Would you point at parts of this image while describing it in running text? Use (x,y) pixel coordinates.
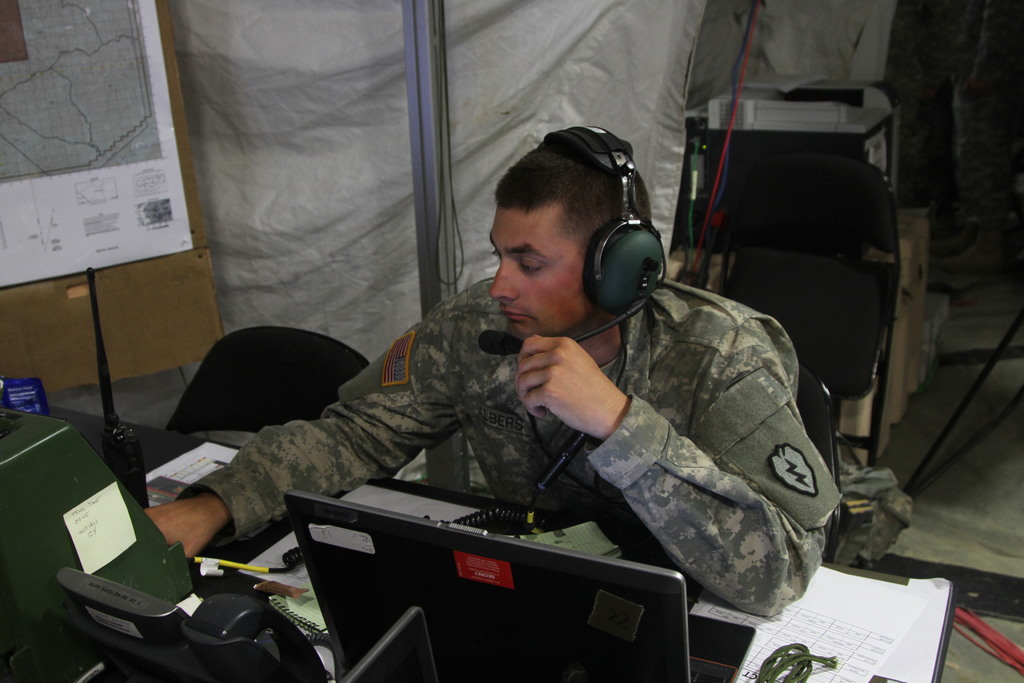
This is the picture of a person (578,401) who is wearing the headset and sitting on the chair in front of the table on which there is a laptop (361,640), phone (242,637), paper (825,585), pen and some things (23,598) and also we can see some other things (7,399) around.
